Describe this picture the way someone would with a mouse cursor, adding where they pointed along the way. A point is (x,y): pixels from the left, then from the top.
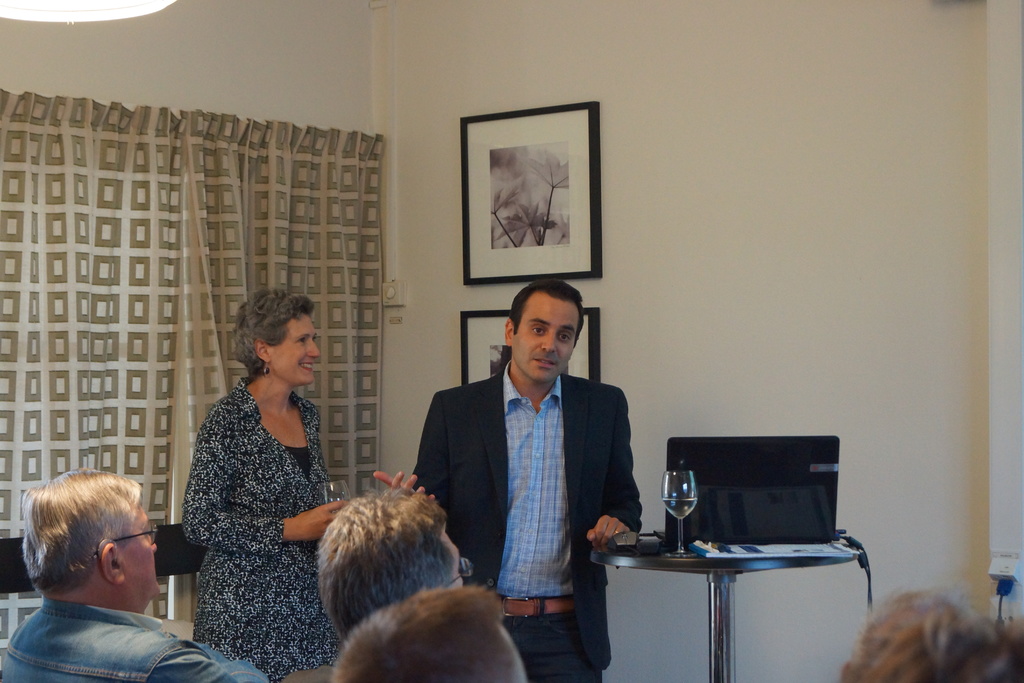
There is a group of persons (373,523) are at the bottom left side of this image (285,537) and there is a wall (617,140) in the background (642,167). There is a curtain (192,334) on the left side of this image (190,287) and there are two photo frames (464,266) are attached on the wall (615,288). There is one glass (676,474) and a laptop (739,500) is kept on a table (731,566) on the right side of this image (725,665).
